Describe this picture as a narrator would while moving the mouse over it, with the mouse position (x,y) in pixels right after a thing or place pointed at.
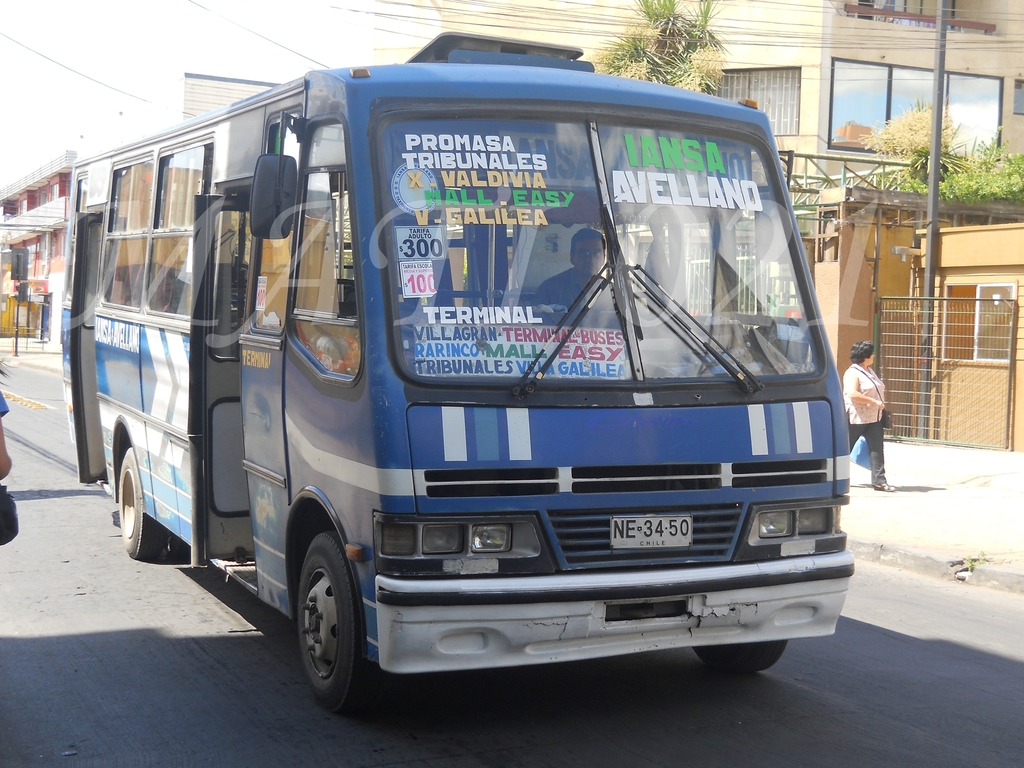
In the picture we can see a mini bus (505,631) on the road (894,678) beside the bus (505,616) we can see a path (927,451) on it we can see a woman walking and beside her we can see a house building (983,8) with glass window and some plants (663,34) near it and a pole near the wall (936,401) and behind the bus (444,389) also we can see some buildings (63,282).
